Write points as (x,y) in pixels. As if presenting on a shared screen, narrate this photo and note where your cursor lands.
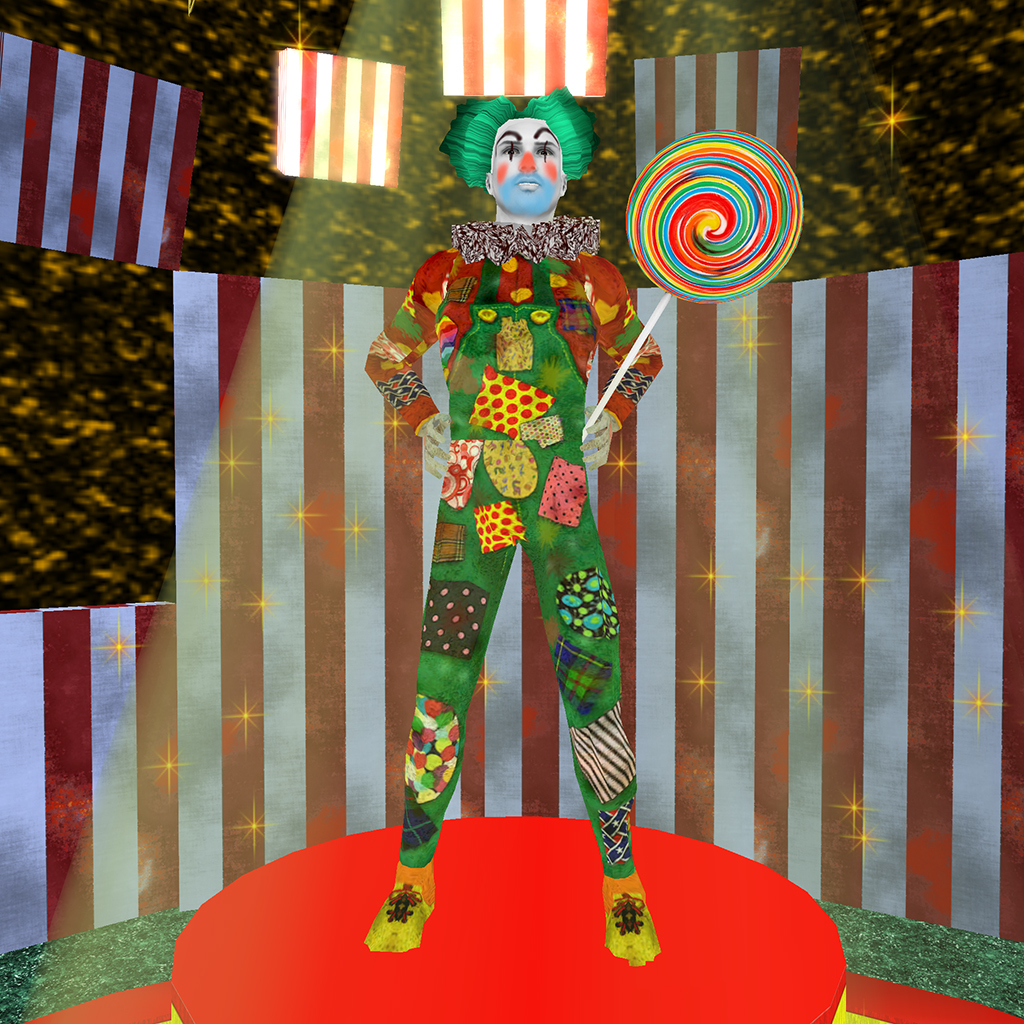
This is an animated image, in it we can see a person (445,482) standing, wearing clothes (560,382) and holding a lollipop (657,282) in hand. Behind the person (560,365) there is a wall (286,376) and these are the decorations (286,95).
